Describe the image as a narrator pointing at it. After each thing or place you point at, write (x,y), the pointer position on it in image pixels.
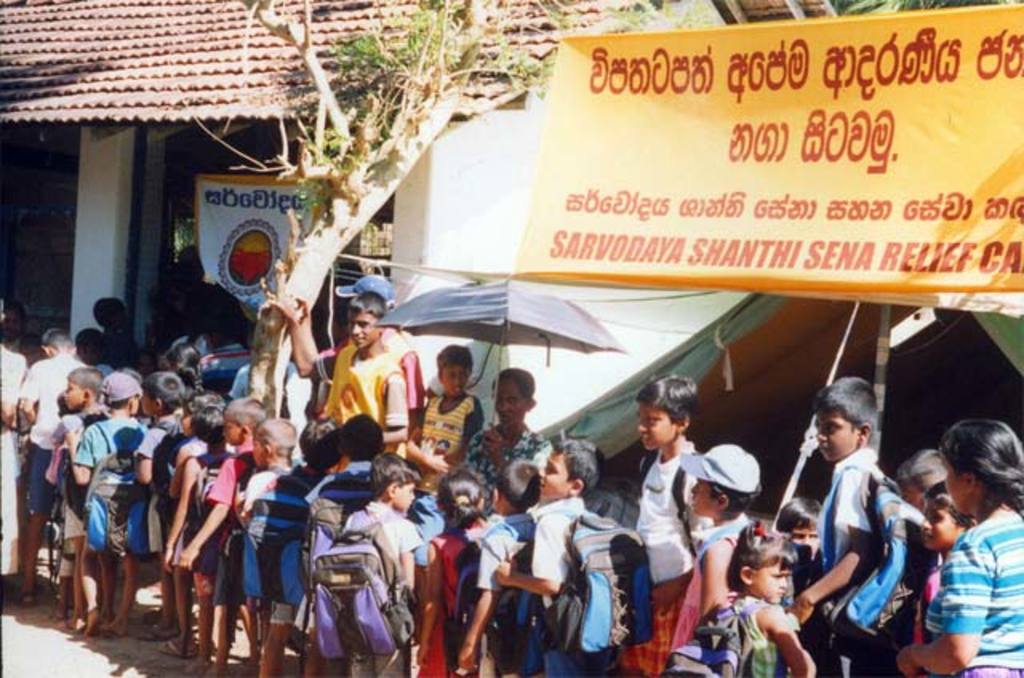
This image consists of many people (468,372). They looks like school children (262,491). On the right (833,228), there is banner (875,233) in yellow color. In the background (762,325), there is a tent (884,430). On the left (181,87), there is a house (42,111) along with a tree (300,293). At the bottom (27,648), there is a road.
